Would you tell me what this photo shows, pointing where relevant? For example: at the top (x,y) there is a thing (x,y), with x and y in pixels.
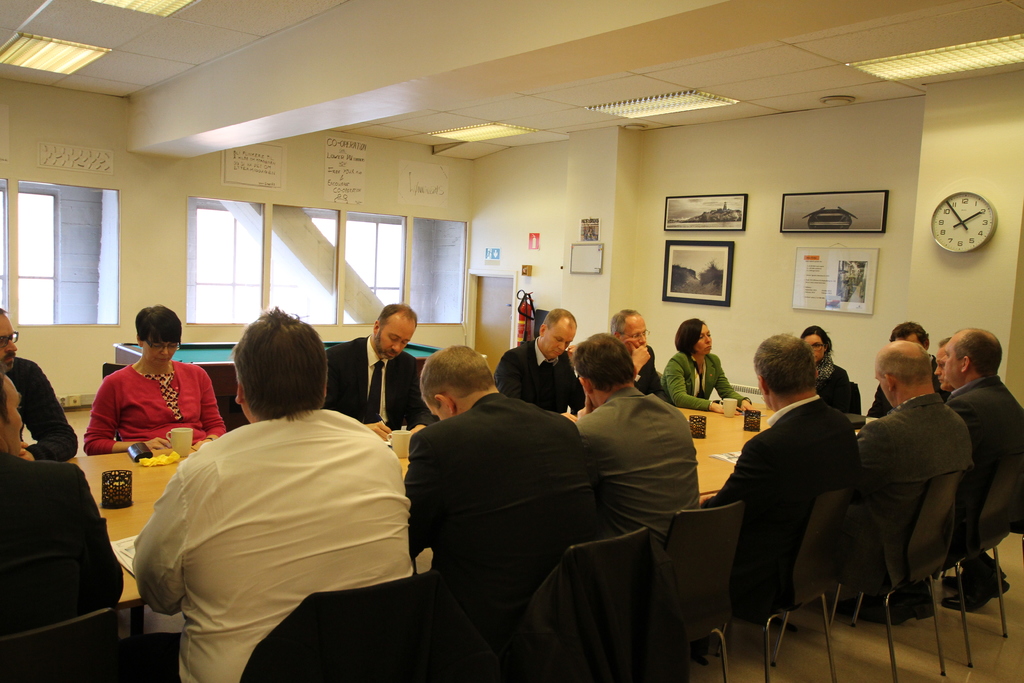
Here in this picture we can see number of people (455,360) sitting on chairs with table (130,473) in front of them, having cups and papers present on it over there and on the wall (652,274) we can see some portraits (696,286) and we can also see a clock (961,220) present and on the roof (99,57) we can see lights (99,57) present and we can see windows (105,220) on the building (89,253) and we can see a door (491,285) and beside that we can see a fire extinguisher (520,318) present over there.
